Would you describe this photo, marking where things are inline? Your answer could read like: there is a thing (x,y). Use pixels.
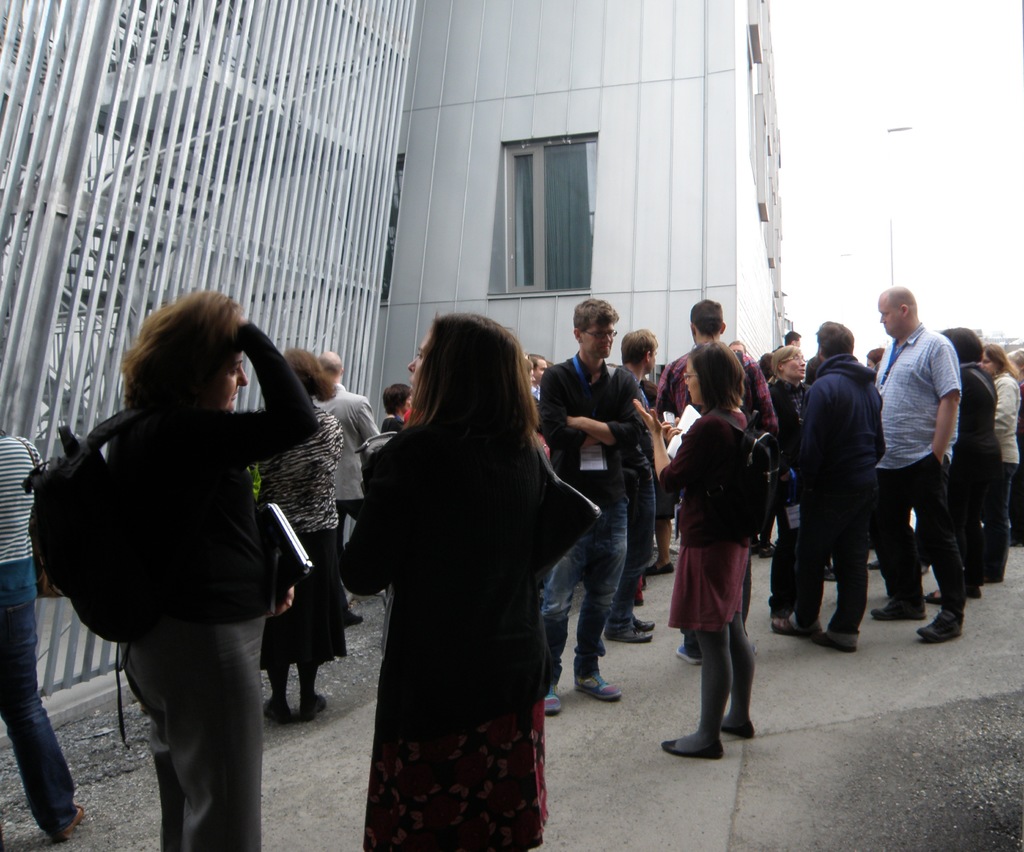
In this image, we can see persons (970,447) standing and wearing clothes (1012,528). There is a building (684,281) in the middle of the image (666,326). There are grills (100,364) on the left side of the image (117,283). There is a sky (921,33) in the top right of the image (926,69).
